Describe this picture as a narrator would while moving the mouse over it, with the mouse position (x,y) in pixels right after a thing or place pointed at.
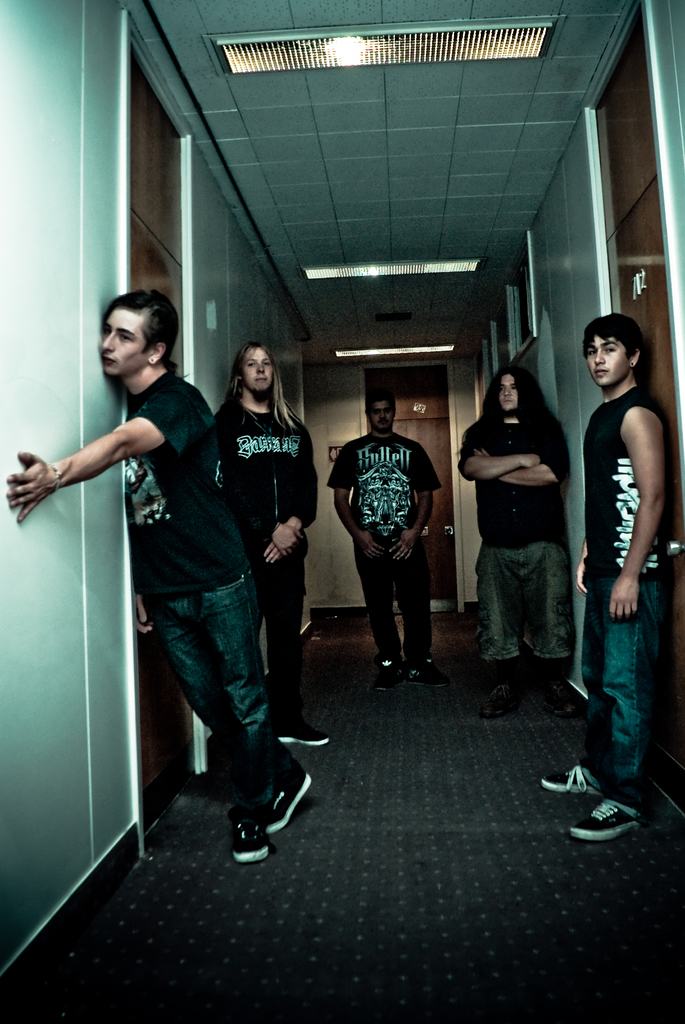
This picture shows few people (485,508) standing and we see all of them wore T-Shirts (130,488) and a man (608,476) wore sleeveless t-shirt (617,476) and we see doors (175,288) and lights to the ceiling (356,319) and a carpet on the floor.
